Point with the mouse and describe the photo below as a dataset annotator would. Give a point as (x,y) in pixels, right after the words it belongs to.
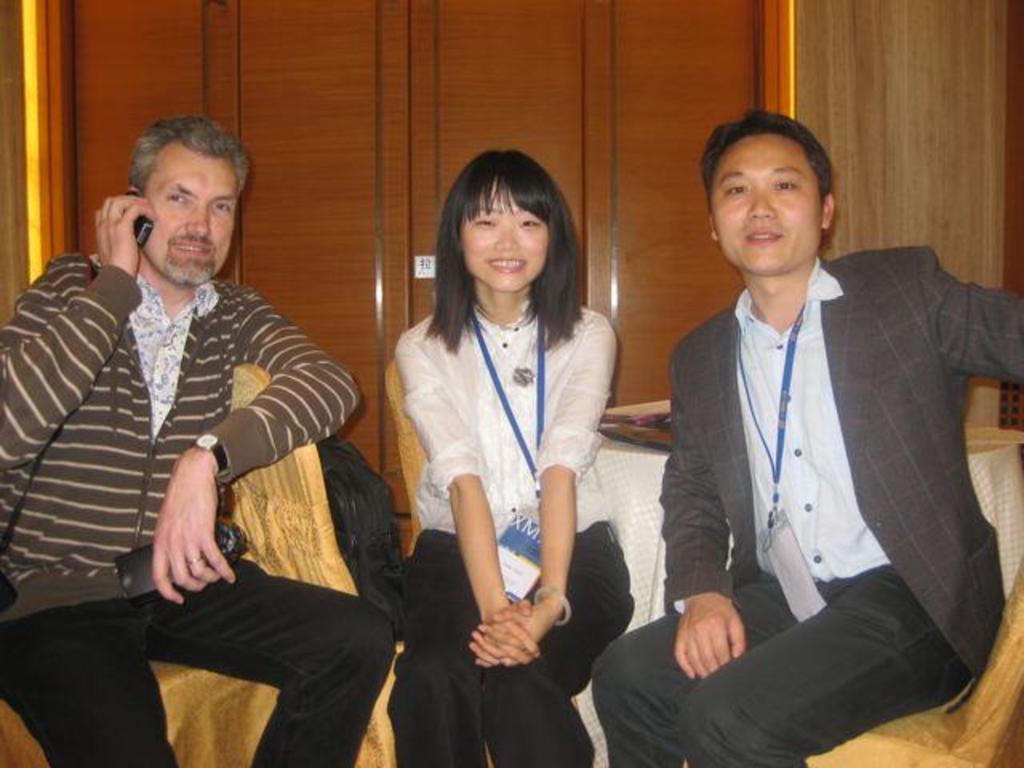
In this image there are three persons (91,448) sitting, they are truncated towards the bottom of the image (345,710), the person (191,637) is holding an object (123,582), there are chairs (996,711) truncated towards the bottom of the image (948,747), there is a table (633,474), there is a cloth (649,468) on the table (623,481), at the background of the image (598,78) there is a wooden wall (576,102) truncated.
